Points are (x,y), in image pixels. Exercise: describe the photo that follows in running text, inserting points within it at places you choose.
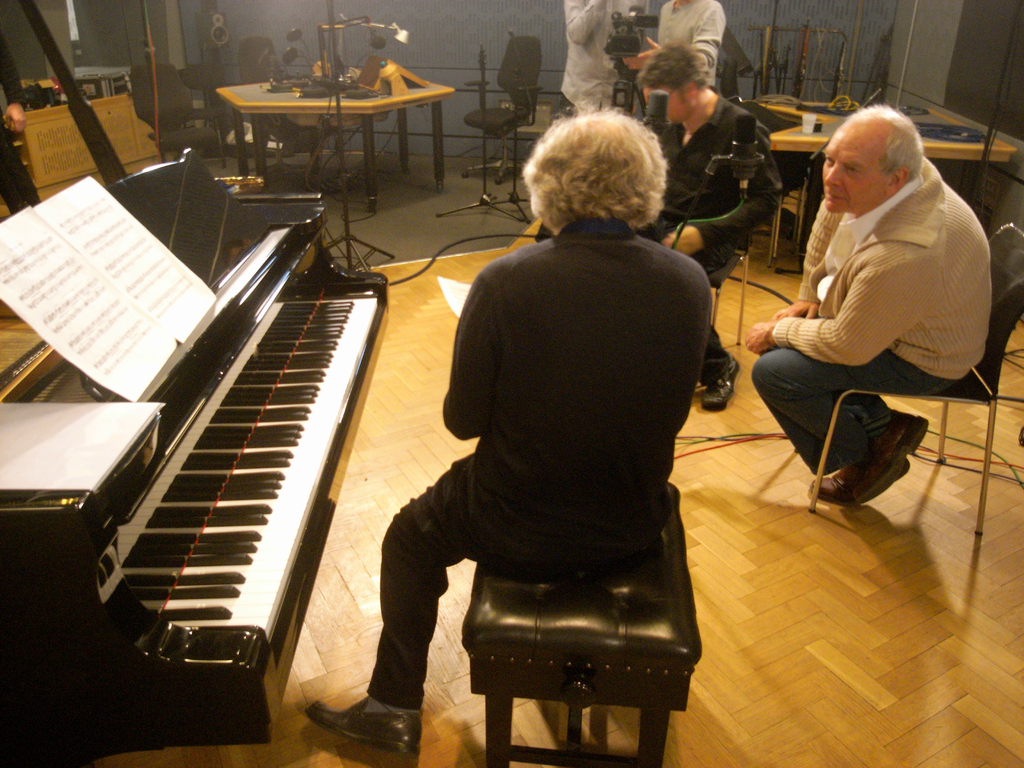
In this picture there is a man (507,460) who is wearing black dress (442,536) and shoes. He is sitting on the chair (538,593) near to the piano (234,505). On that piano (227,490) I can see the book (129,287). On the right (819,291) there is an old man (827,278) who is sitting on the chair (987,317). At the top (606,21) I can see the cameraman (708,9) who are holding the cameras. Behind them I can see many tables (822,120) and chairs (217,115). On the table (810,104) I can see the glass (807,118), box (381,68) and other objects (271,84).
